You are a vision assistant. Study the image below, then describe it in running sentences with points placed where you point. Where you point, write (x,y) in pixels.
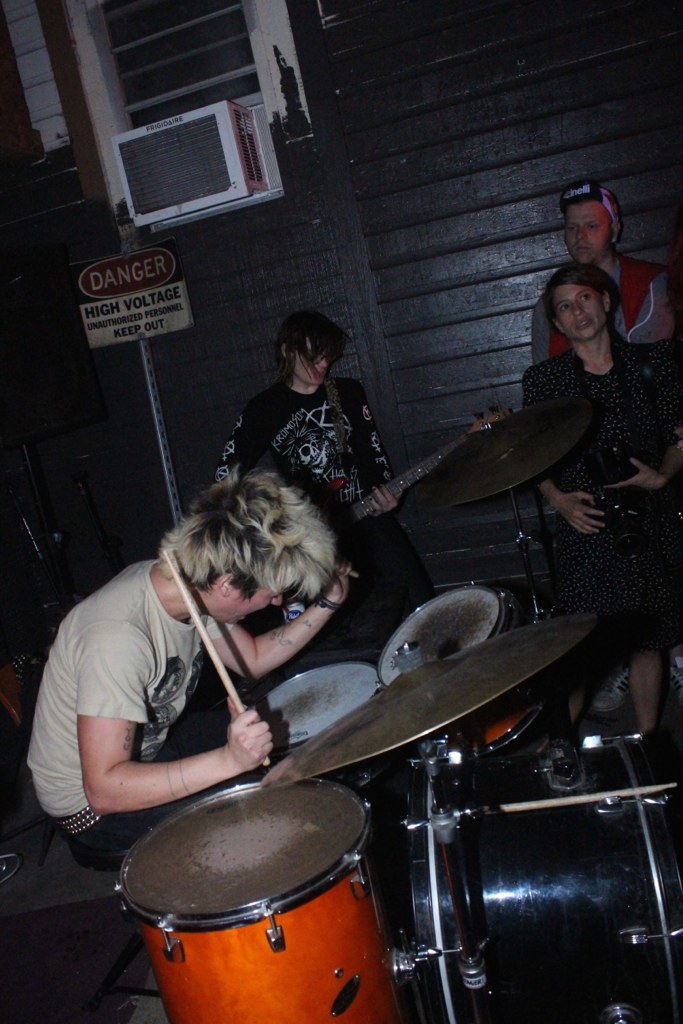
In this picture, There are some music instruments (560,881) which are in black and yellow color, There are some people (559,517) standing, In the left side (181,663) there is a person (130,698) sitting and holding a stick (199,629) which is in yellow color, In the background (386,435) there is a black color wall (474,157).
